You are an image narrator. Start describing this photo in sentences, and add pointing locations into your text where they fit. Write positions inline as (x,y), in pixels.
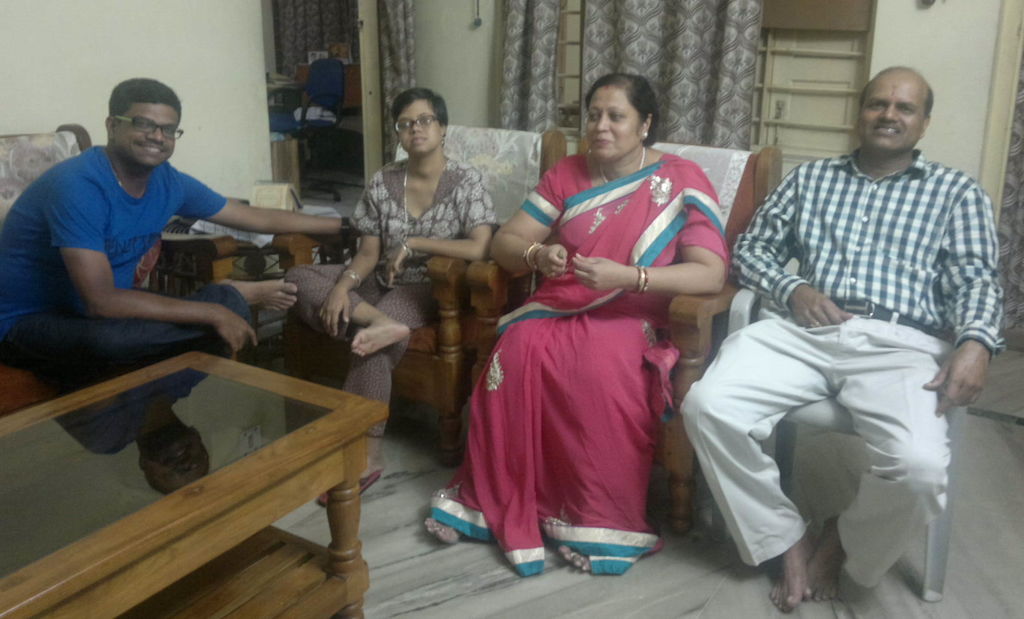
Four persons (746,277) are sitting in chair (747,297) and there is a table (221,410) in front of them.
